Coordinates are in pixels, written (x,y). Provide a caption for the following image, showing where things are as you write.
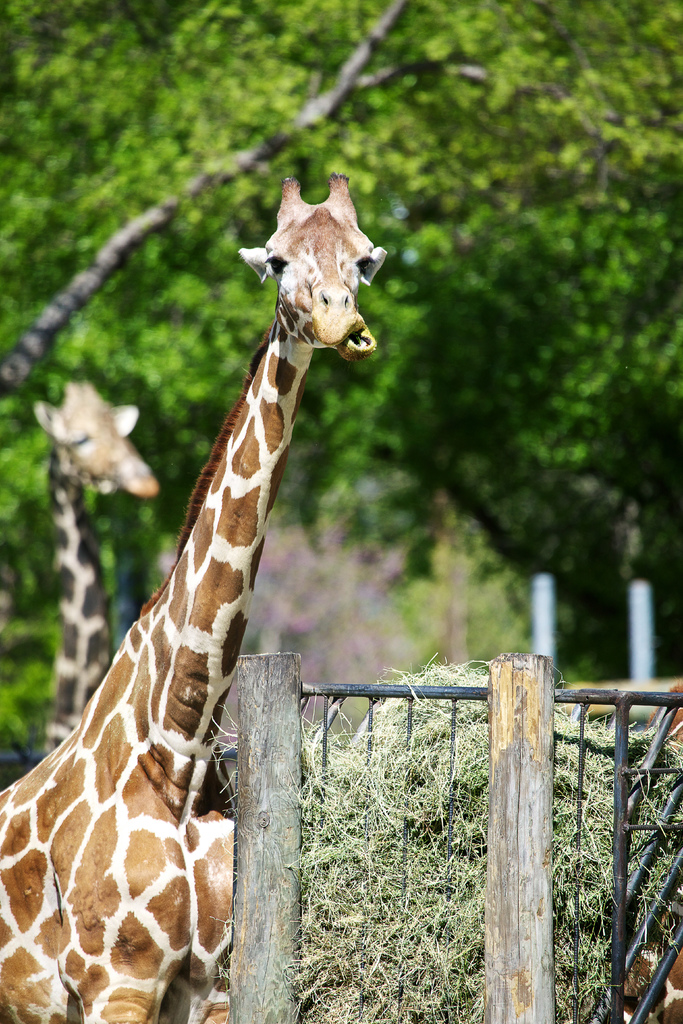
In this image there are giraffes (30,829). In front of the giraffes (651,961) there is a grass (430,904). There is a wooden fence (618,757). In the background of the image (424,122) there are trees (286,96).
